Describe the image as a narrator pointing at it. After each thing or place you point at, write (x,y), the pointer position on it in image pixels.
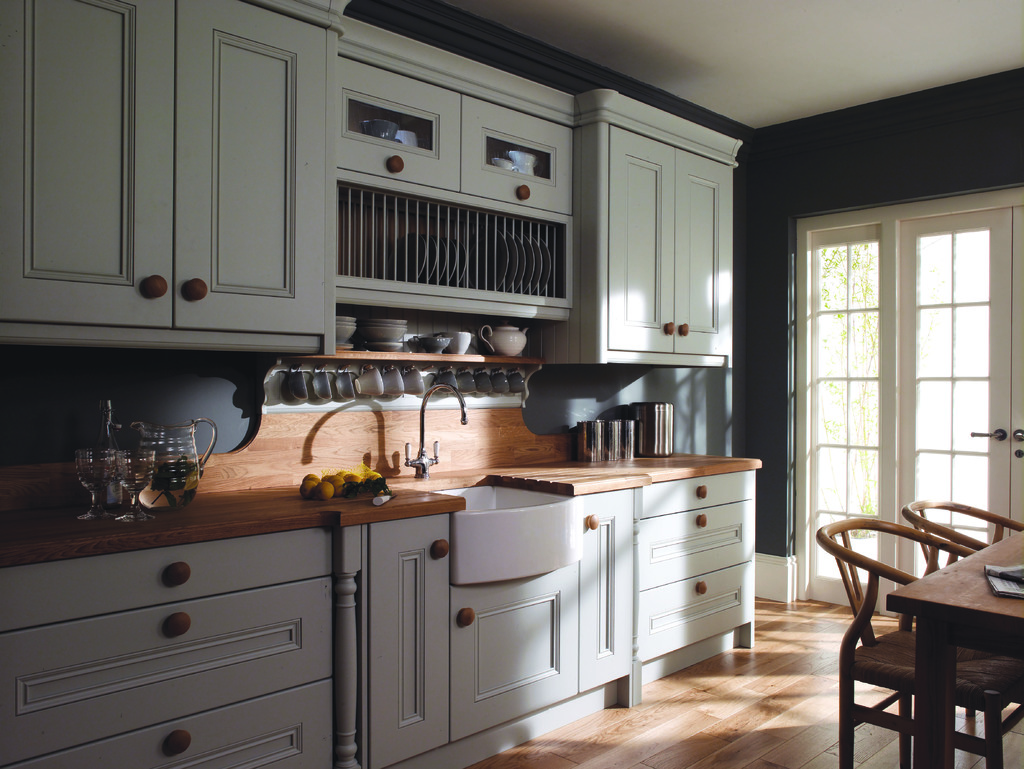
In this image i can see a cupboard (527,219), a kitchen table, two chairs (868,561) and other objects (189,455) on it.
